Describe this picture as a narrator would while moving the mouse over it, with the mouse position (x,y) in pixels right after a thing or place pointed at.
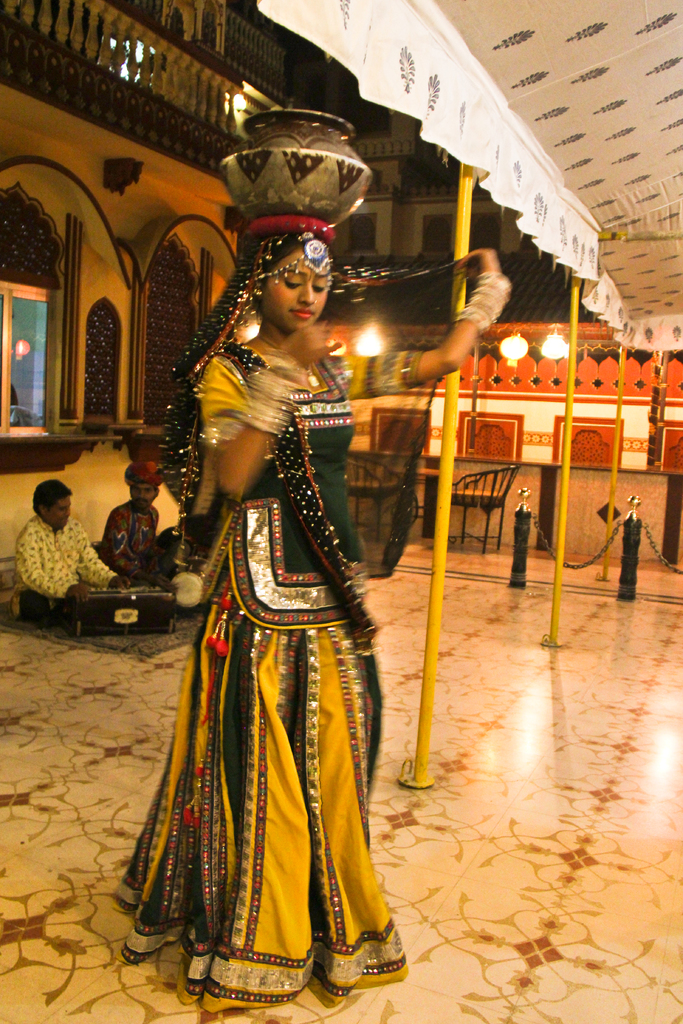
In the image we can see a woman (252,510) standing, wearing clothes (316,611), dangle (489,299), earring (256,298), and carrying a pot (288,180) on her head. This is a pole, floor (531,827), light (519,345), chair (493,489) and a musical instrument (138,596). There are two men (119,537) sitting, there is a window (34,331) and a fence (83,45).
